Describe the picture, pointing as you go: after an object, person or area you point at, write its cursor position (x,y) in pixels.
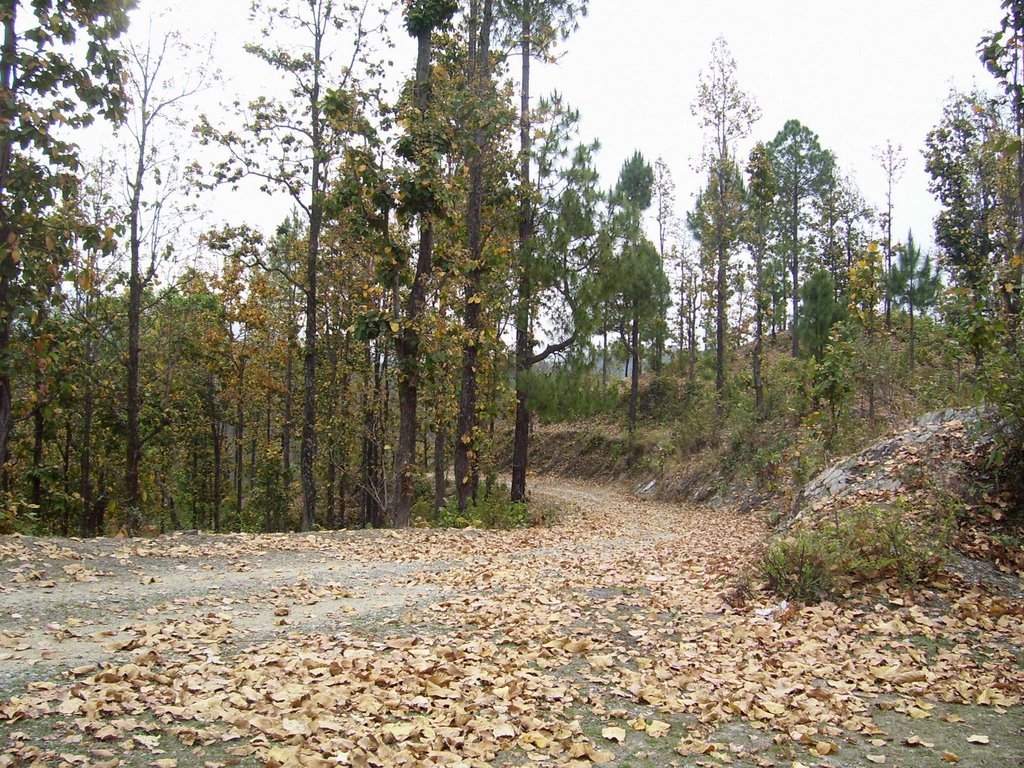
In this image I can see the ground (275,545), few leaves (289,651) on the ground (360,678) which are brown in color, the road (650,577) and few trees (370,374) on both sides of the road (561,500). In the background (827,83) I can see the sky (869,108).
